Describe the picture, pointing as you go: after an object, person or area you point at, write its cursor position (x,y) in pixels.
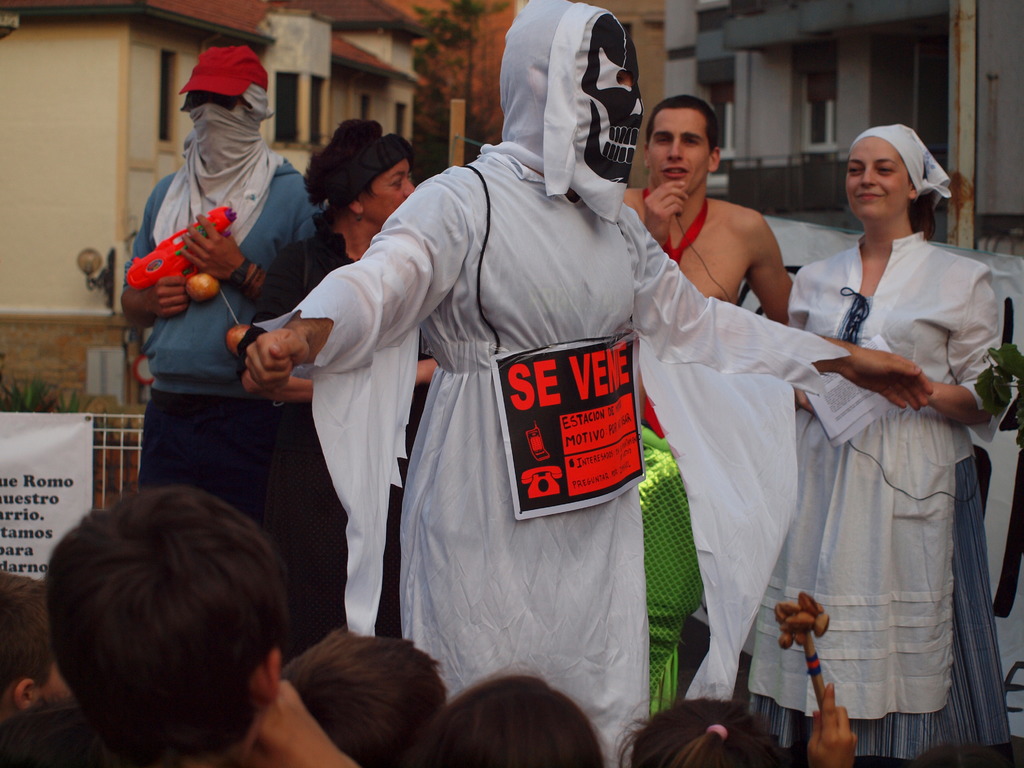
In this image there are group of people (507,315) and in the center (486,338) there is one person (513,217) who is wearing a costume (555,306), and there is one board (572,397). On the board (565,418) there is text (610,389), and in the background (688,240) is one person (677,210) talking and one person (217,263) is holding some things (217,288). At the bottom (106,667) there are some people (266,712), and in the background (76,430) there is a railing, banner (43,429), plants (47,392), buildings (67,348) and trees (470,51).
